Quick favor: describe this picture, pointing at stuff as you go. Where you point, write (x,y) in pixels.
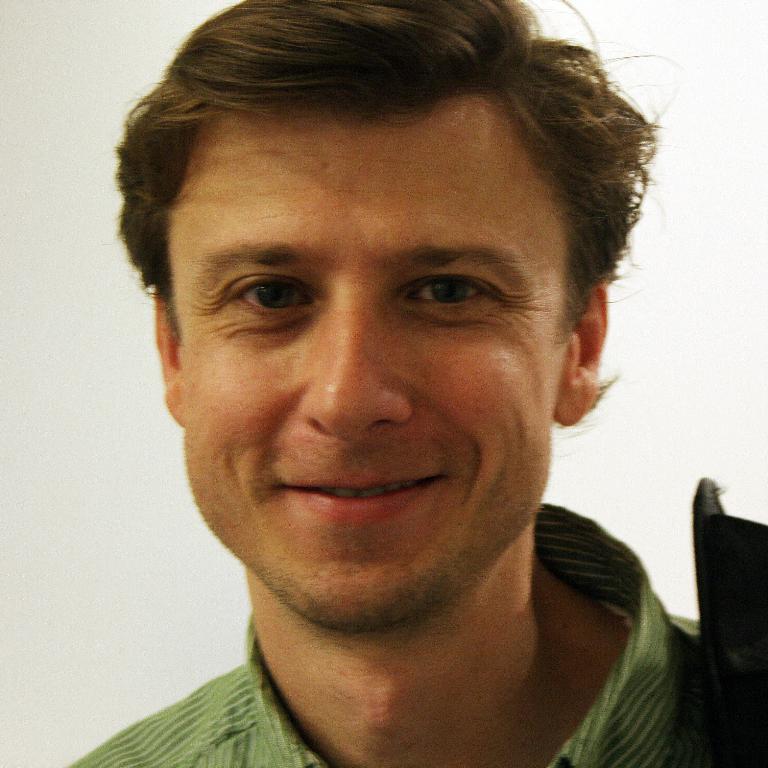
There is a person (201,730) wearing green shirt (286,721) and smiling and the background (75,48) is white in color.
